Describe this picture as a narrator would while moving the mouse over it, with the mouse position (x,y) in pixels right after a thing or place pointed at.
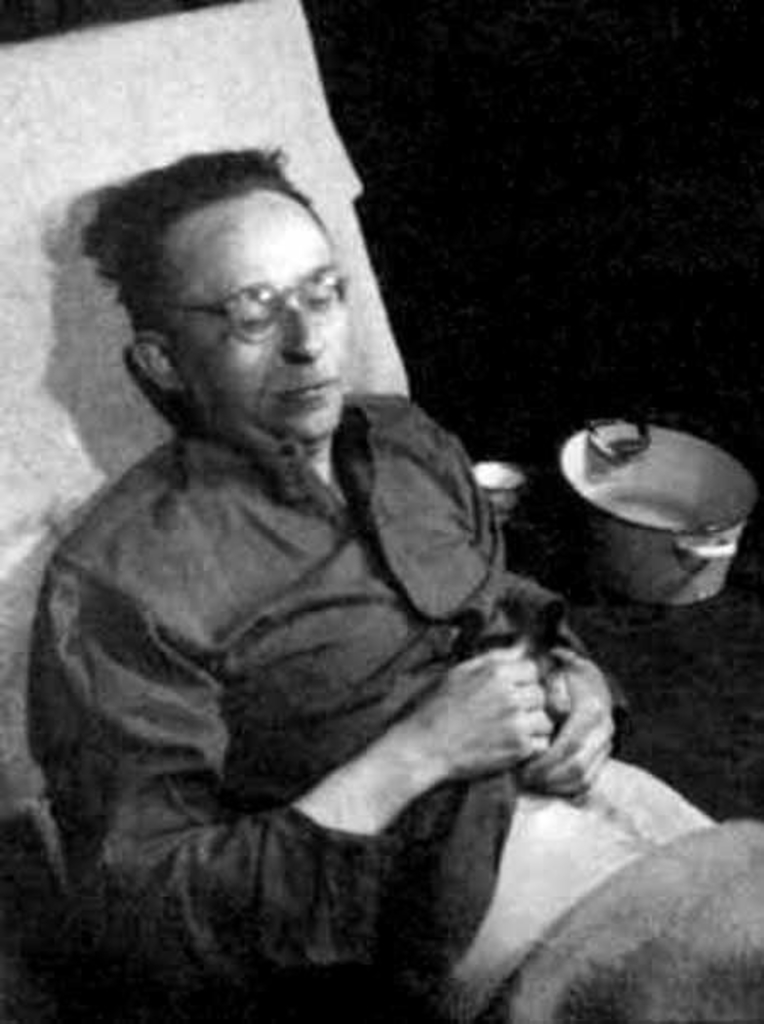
In the foreground of this image (610,721), there is a man (382,495) laying and behind him, there is a white object (97,415) and few objects (590,472) beside him. We can also see dark background (549,222) in this black and white image.
